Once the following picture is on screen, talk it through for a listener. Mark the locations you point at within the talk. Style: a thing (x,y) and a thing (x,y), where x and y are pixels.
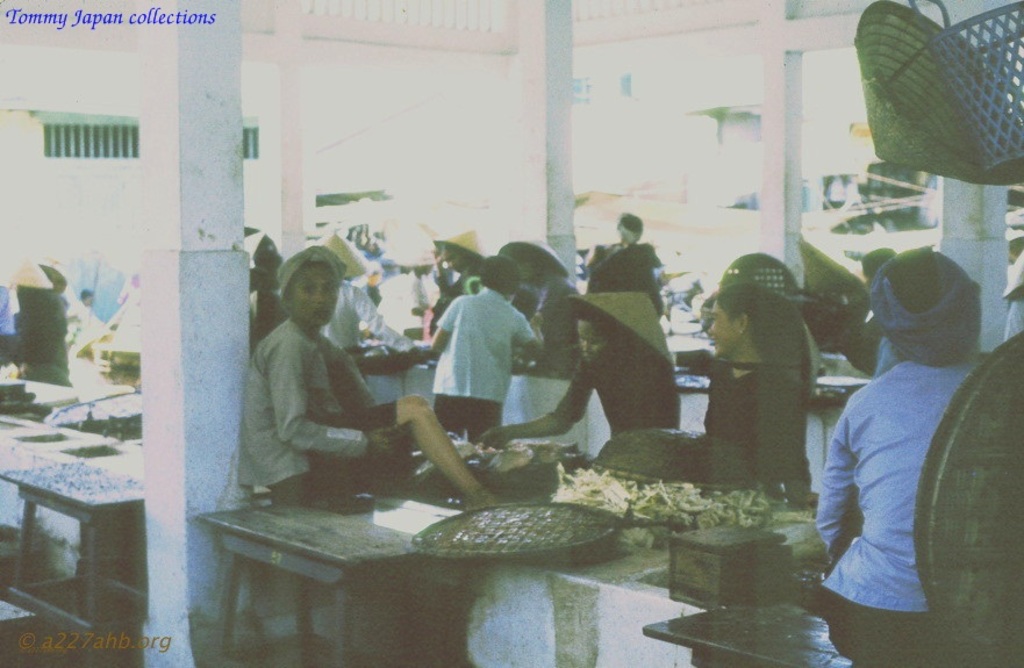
In this image I can see number of people (398,443) where few are sitting and few are standing. I can also see most of them are wearing hats (255,253).
